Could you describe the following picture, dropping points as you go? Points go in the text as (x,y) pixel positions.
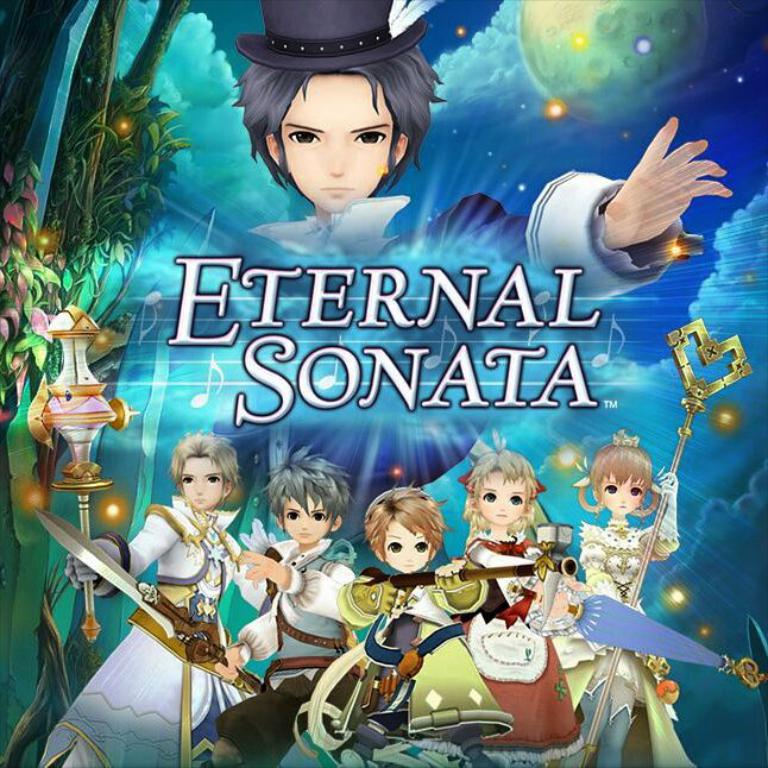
Here in this picture we can see a poster (648,95) with animated pictures (437,544) on it and we can see a group of animated persons (171,530) in the picture over there and we can see trees (137,193) and clouds (206,122) also present over there.
